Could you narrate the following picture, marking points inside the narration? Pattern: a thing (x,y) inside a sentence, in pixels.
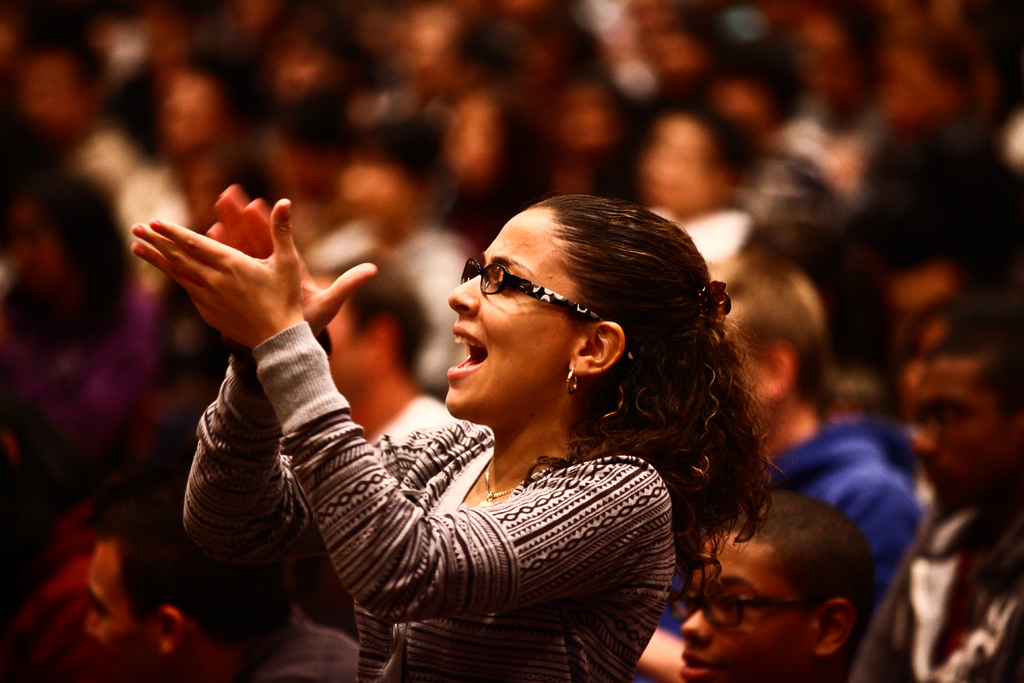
In this image I see a woman (502,422) who is wearing white and black color dress (377,570) and I see that she is wearing spectacle (543,301) which is of black and white in color and it is blurred in the background (288,623) and I see number of people (116,64) in the background (881,408).
